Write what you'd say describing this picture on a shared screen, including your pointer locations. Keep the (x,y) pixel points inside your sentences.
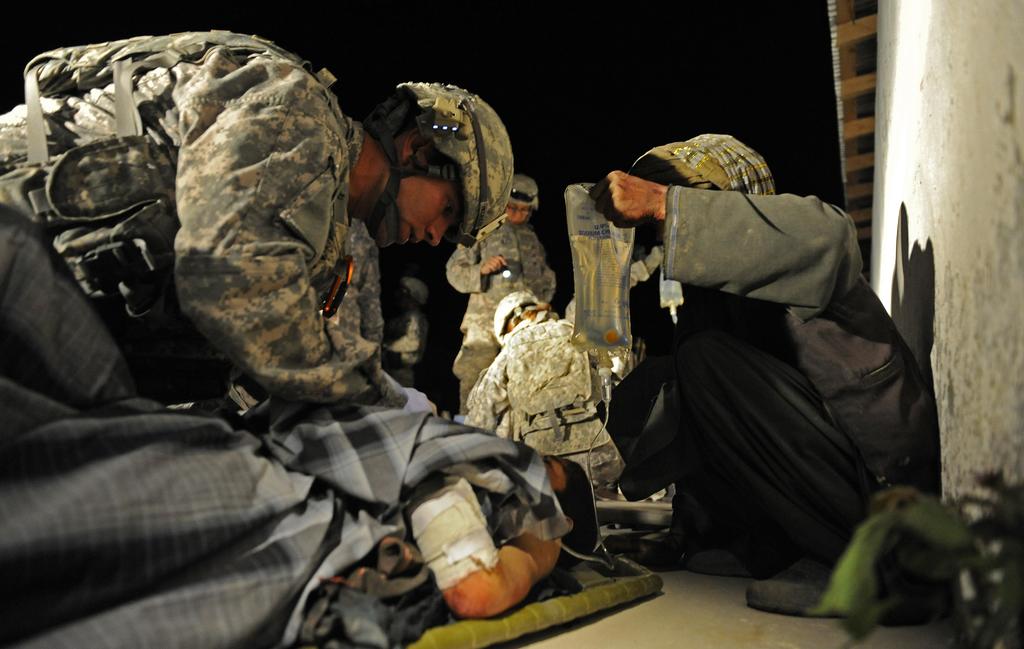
In this picture I can see some army people (514,387) holding some objects (579,298), side I can see the wall (885,227) with roof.
